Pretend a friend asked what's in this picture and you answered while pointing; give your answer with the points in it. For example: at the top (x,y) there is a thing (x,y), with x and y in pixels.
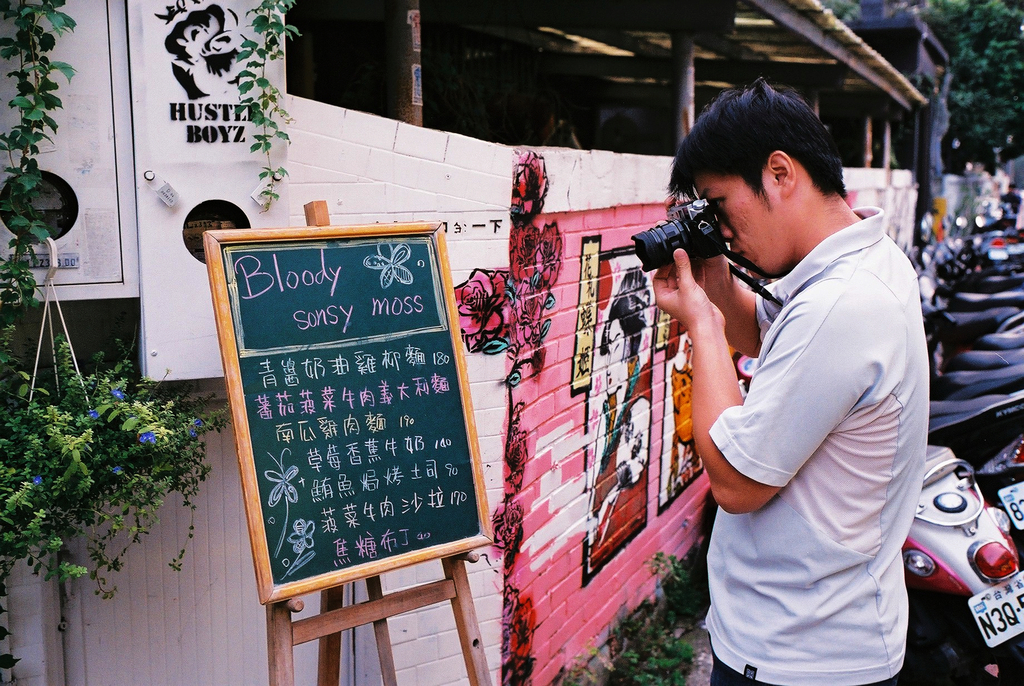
In this picture a guy (790,263) is holding a camera (692,233) and clicking pictures of the board (310,431) present opposite to him which is named as bloody sonsy moss. In the background (684,34) we observe many plants (103,433), posters (631,478) and a house (729,53). To the right side of the image (981,222) there are vehicles (1002,318) placed.
